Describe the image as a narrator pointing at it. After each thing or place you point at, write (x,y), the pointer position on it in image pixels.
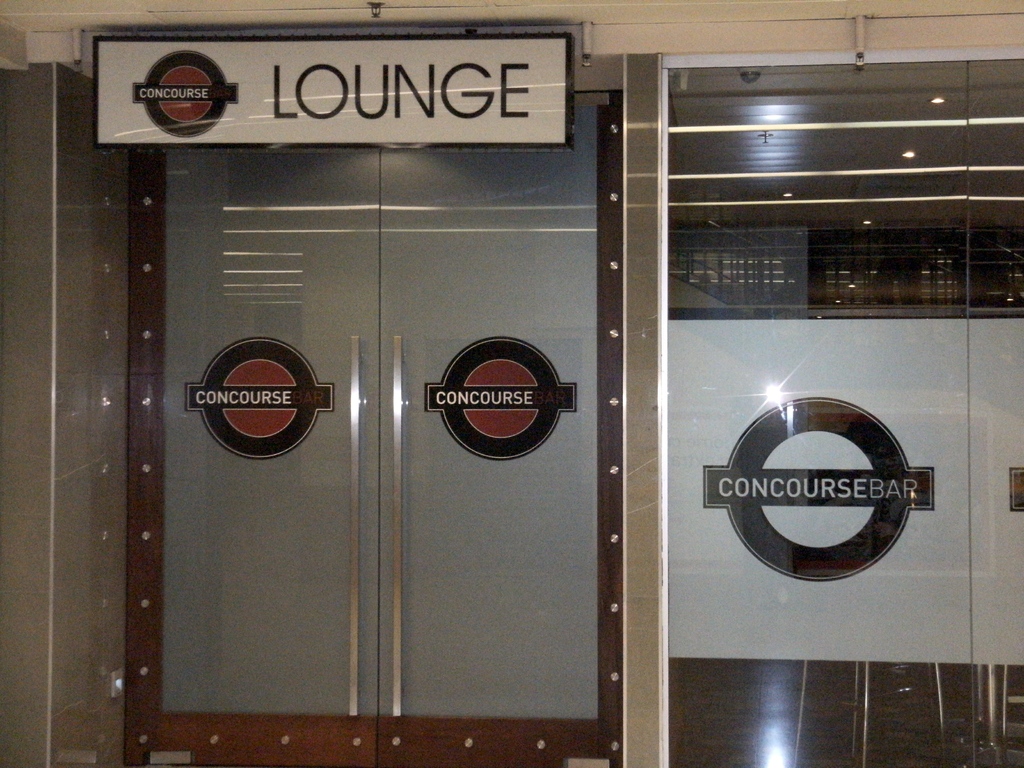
In this image there is one door (387,529) at left side of this image (322,583) and there is a glass wall (851,421) at right side of this image (797,542) and there is a board (541,102) at left side of this image (246,119).
